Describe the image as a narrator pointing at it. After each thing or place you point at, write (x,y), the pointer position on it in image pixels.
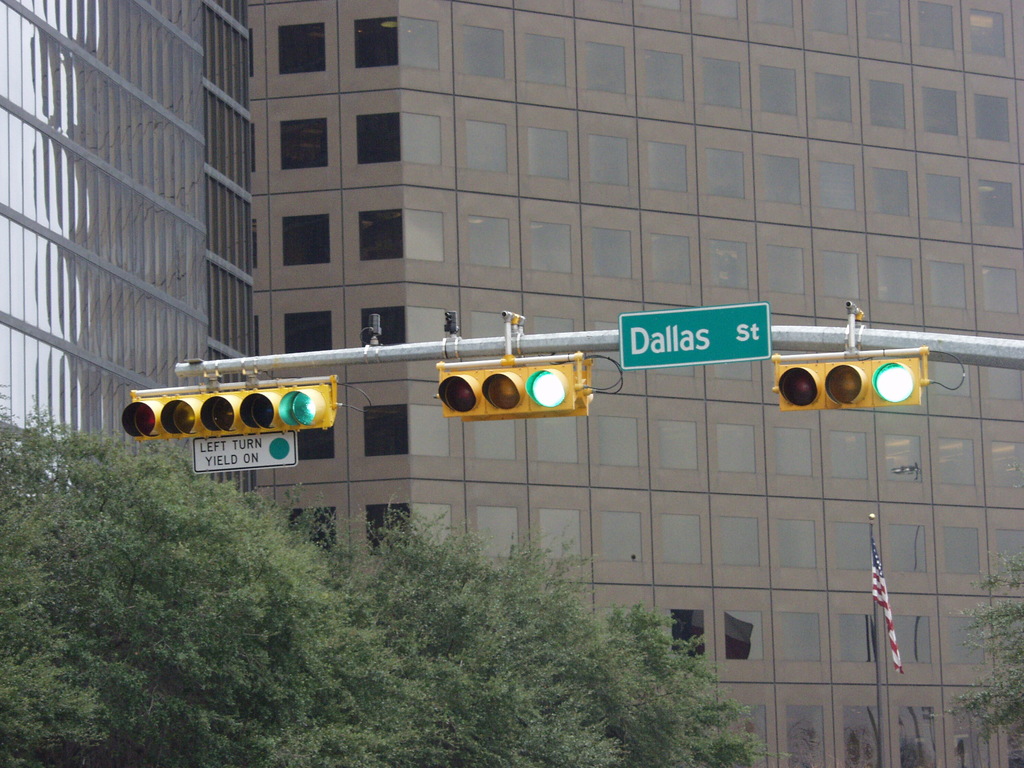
In this image we can see traffic poles (925,334), traffic signals (509,388), name boards (272,441), trees (477,663), flag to the flag post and buildings (801,622).
